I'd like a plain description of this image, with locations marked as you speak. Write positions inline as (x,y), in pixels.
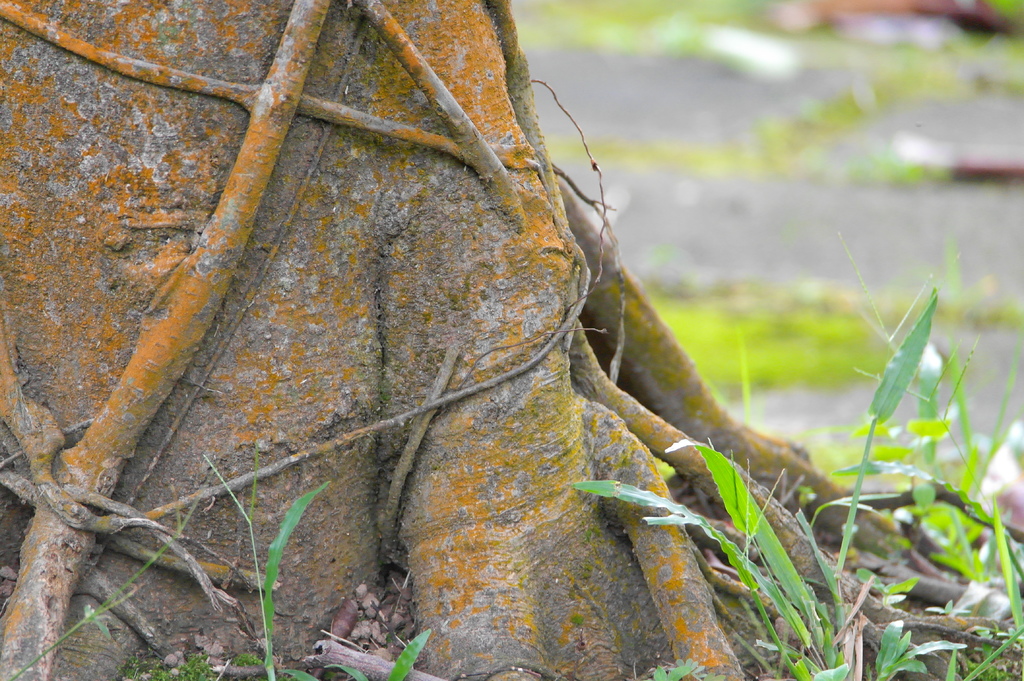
In this image in the front (765,559) there is plant (758,526) and on the left side (329,355) there are roots (222,265) of a tree (522,321) and the background (881,212) is blurry.
